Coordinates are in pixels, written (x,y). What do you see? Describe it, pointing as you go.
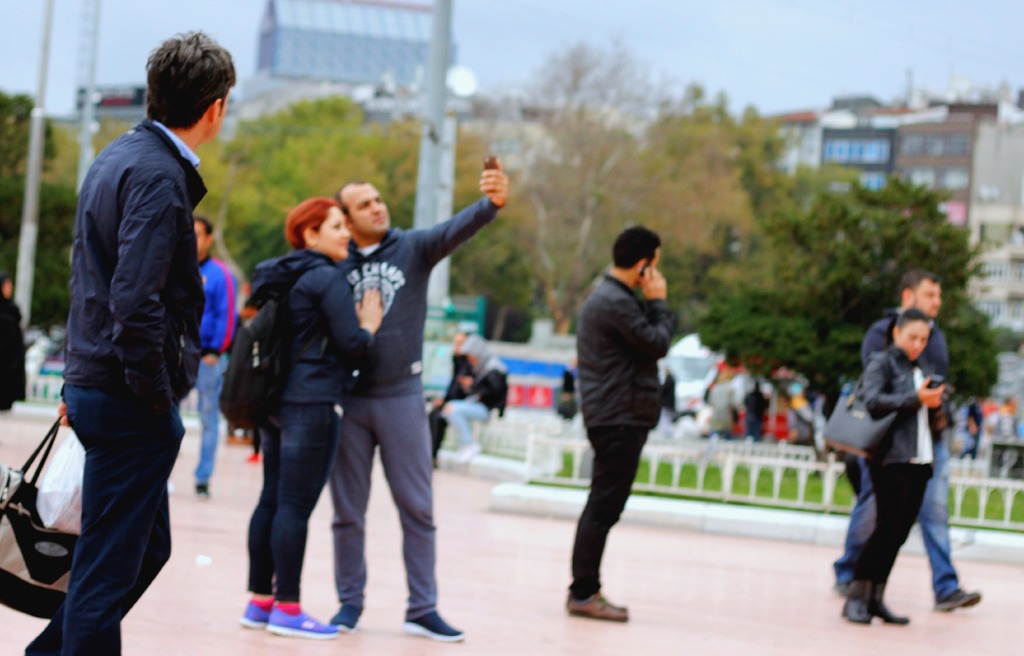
In this picture there are people (598,305) on the right (908,472) and left side of the image (293,373) and there are other people (791,398), buildings (865,113), trees (820,219), and poles (30,209) in the background area of the image (784,237), which is blur.
